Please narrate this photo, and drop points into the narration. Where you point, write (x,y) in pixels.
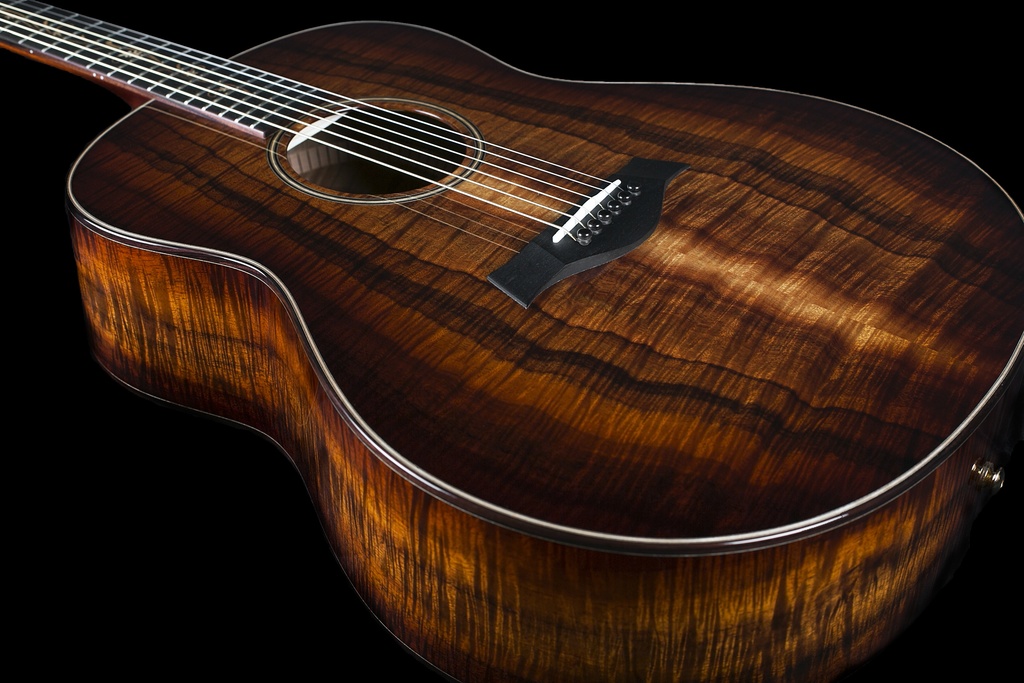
In this picture we can see a guitar (652,452) present, it is made of wood (424,357) and strings (27,37) are white in color.
